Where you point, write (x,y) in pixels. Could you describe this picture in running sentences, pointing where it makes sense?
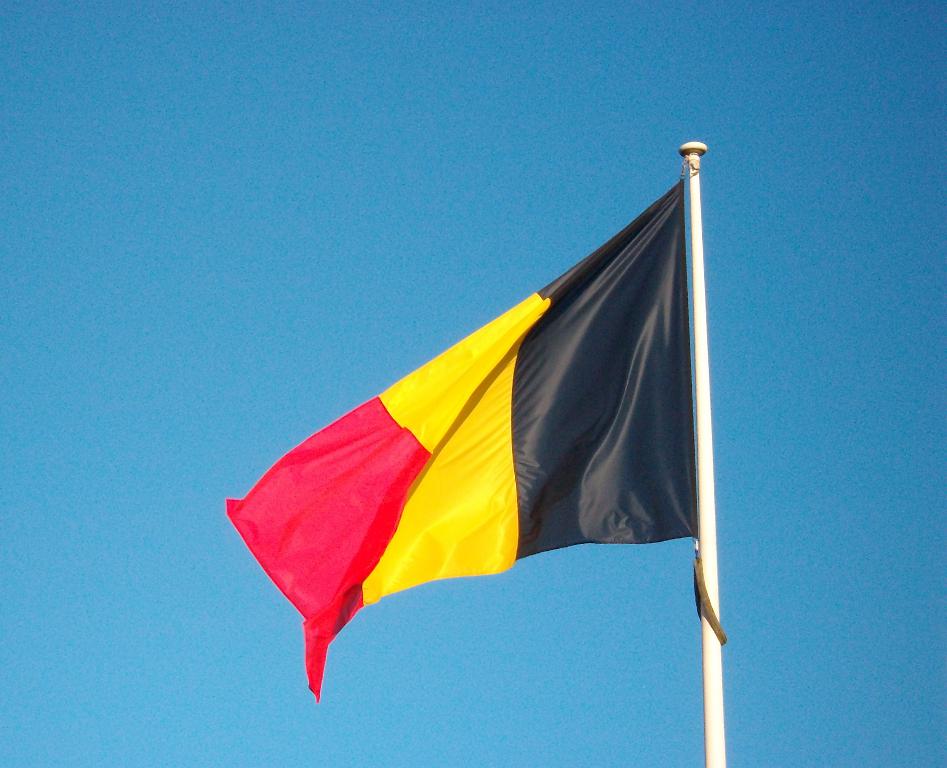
In this image we can see a flag (636,399) with a pole (698,452). In the background (800,75) it is blue color.
